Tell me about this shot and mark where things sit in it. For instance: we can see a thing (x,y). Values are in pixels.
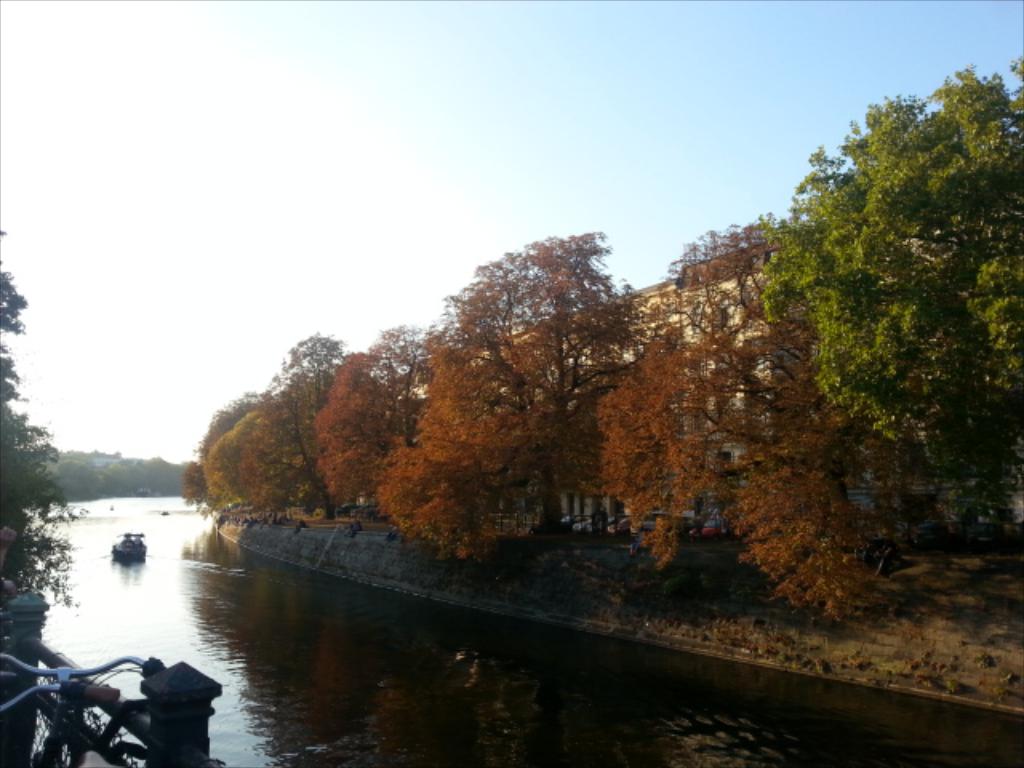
In this image there is a lake (280,629) in the middle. In the lake (171,575) there is a boat (129,540). There are trees (75,458) on either side of the lake (300,638). At the top (430,71) there is the sky (437,85). On the right side (687,329) there is a building (689,311) behind the trees (579,367). On the left side (29,666) bottom there is a cycle (44,700) parked near the fence (154,730).
